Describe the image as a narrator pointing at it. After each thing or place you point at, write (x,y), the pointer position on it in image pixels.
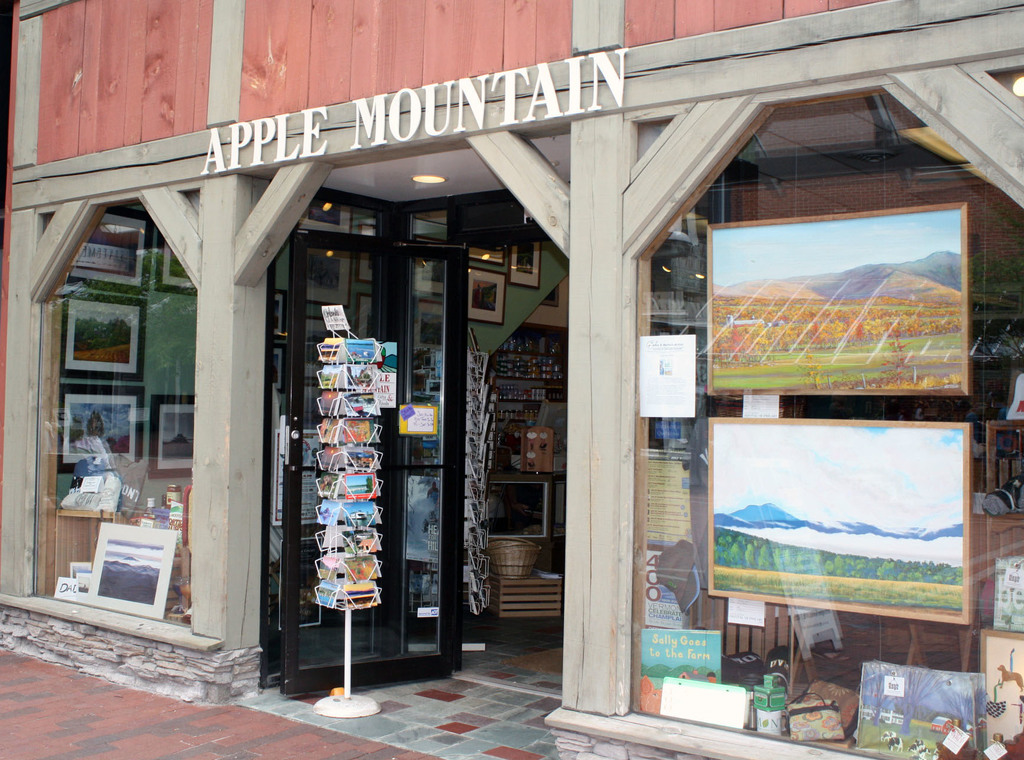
In this picture, we see a wooden building (410,112). On the right side (877,238), we see a glass window (840,423) from which we can see the photo frames (798,494), books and the posters (873,722). We even see the table (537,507) and the chairs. In the middle (347,449), we see a stand (364,544) in which the postcards (348,491) are placed. Beside that, we see a door (386,493). We see a table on which a brown color object (526,463) is placed. On the left side (51,576), we see the glass (85,460) from which we can see the photo frames (133,417) are placed on the wall (148,328) and we see the objects (86,562). On top of the building (331,170) it is written as "APPLE MOUNTAIN". At the bottom (243,707), we see the pavement (302,739).
